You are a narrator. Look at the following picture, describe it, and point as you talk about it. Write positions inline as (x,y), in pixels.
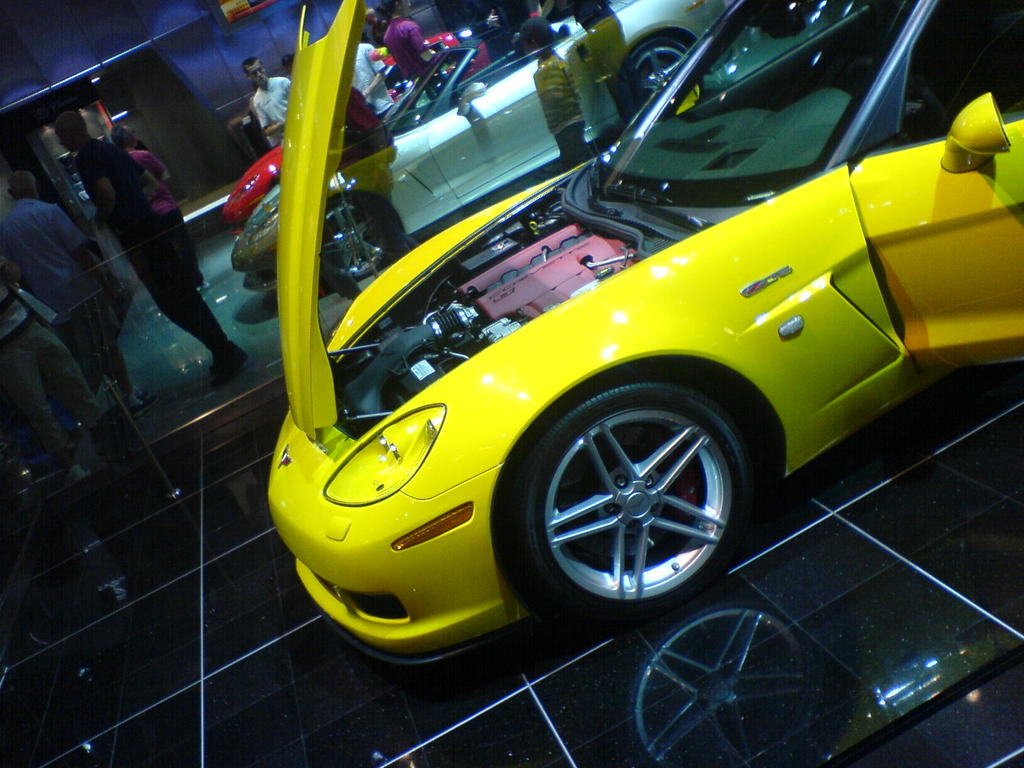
In this picture we can see cars (531,336) and some persons (42,297) standing on the floor (361,697) and in the background (141,41) we can see wall (132,31).
